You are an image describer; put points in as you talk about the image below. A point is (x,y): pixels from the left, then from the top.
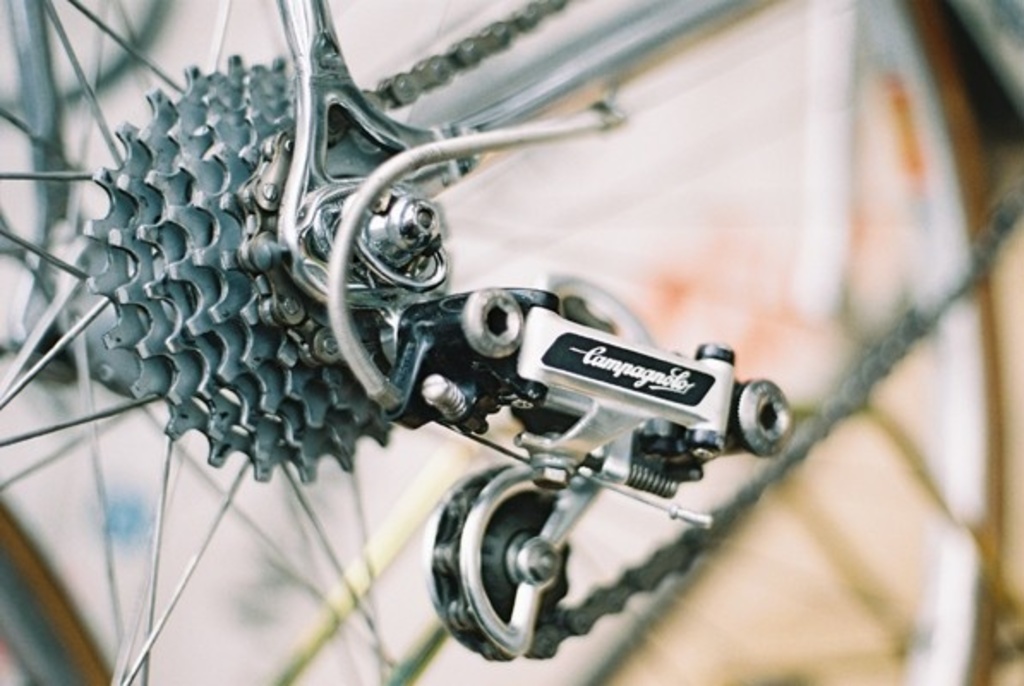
In this picture we can see a part of a vehicle (642,407). We can see a chain (555,7), spokes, metal object (382,229), some text (653,387) and other things (531,583) on it.
